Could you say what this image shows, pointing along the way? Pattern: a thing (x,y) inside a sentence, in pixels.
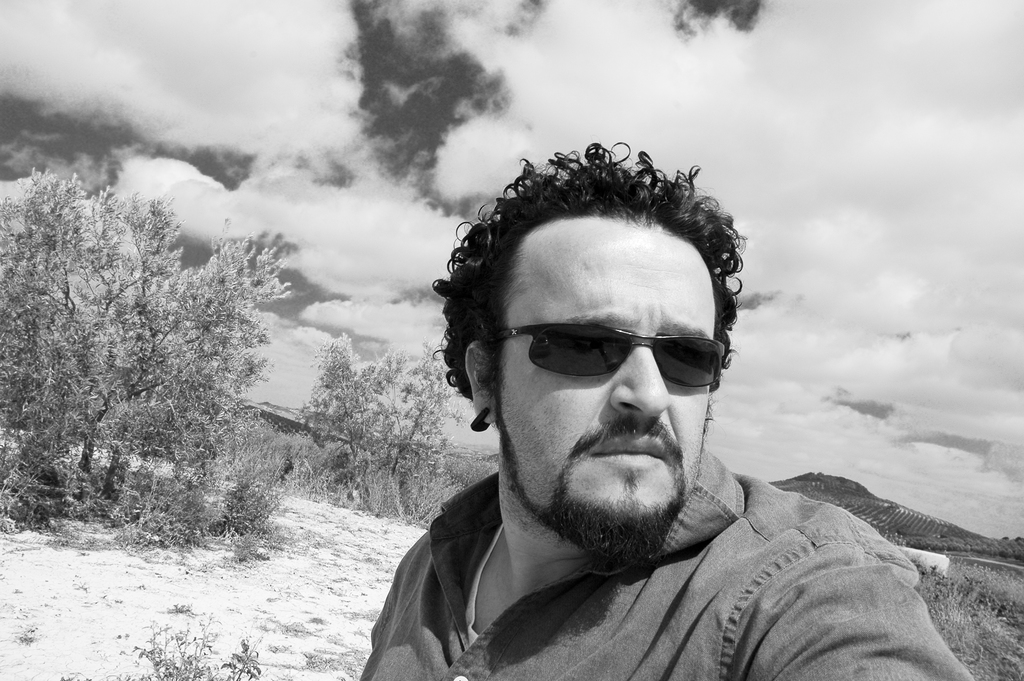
This is a black and white picture. Here, we see the man (635,548) who is wearing goggles (611,333) is standing. Behind him, there are trees (139,486). In the background (852,483), we see the hill (852,498). At the top of the picture (394,181), we see the sky (443,133) and the clouds (760,190).
